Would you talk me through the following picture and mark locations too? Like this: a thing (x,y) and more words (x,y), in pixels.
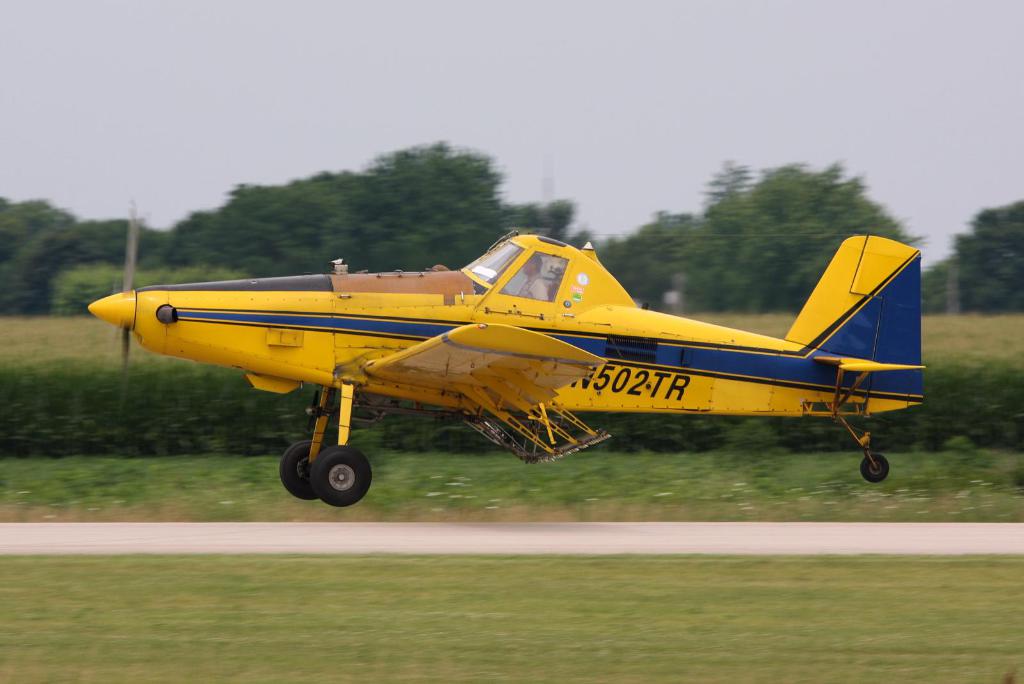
In the center of the image (580,336) there is an aeroplane (519,401). At the bottom (543,485) there is grass (356,504). In the background (83,276) there are trees (51,217) and sky (510,107).
